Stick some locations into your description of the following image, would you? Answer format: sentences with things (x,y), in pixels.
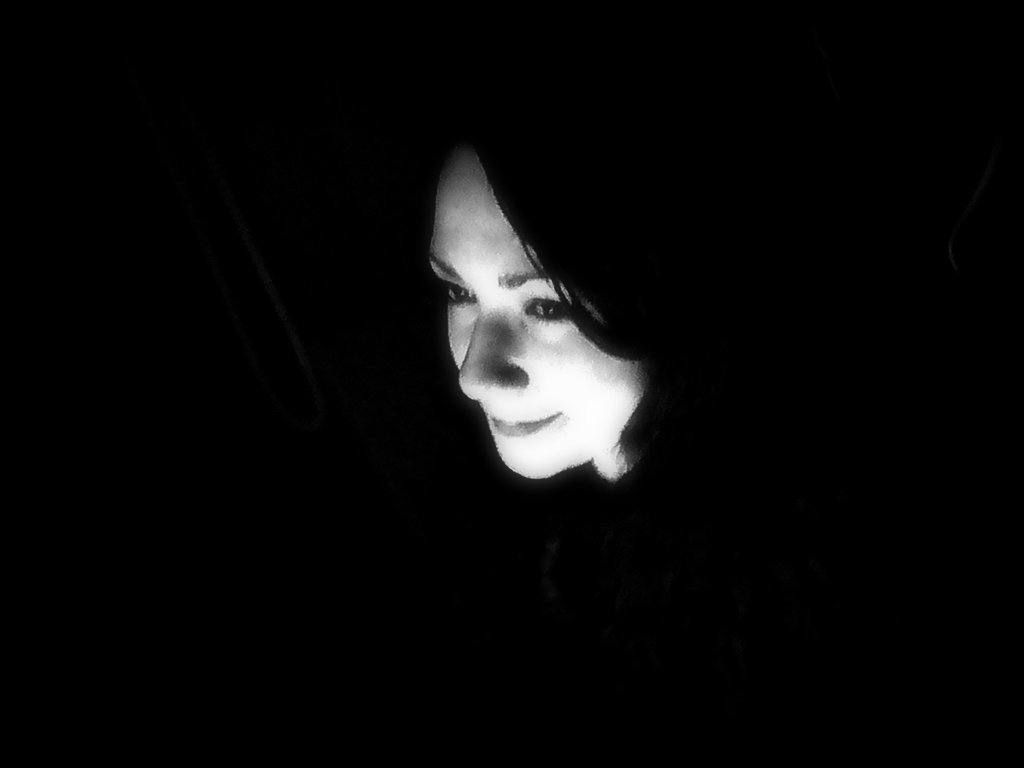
In this image I can see a person face (574,335). Background (364,485) is in black color.
